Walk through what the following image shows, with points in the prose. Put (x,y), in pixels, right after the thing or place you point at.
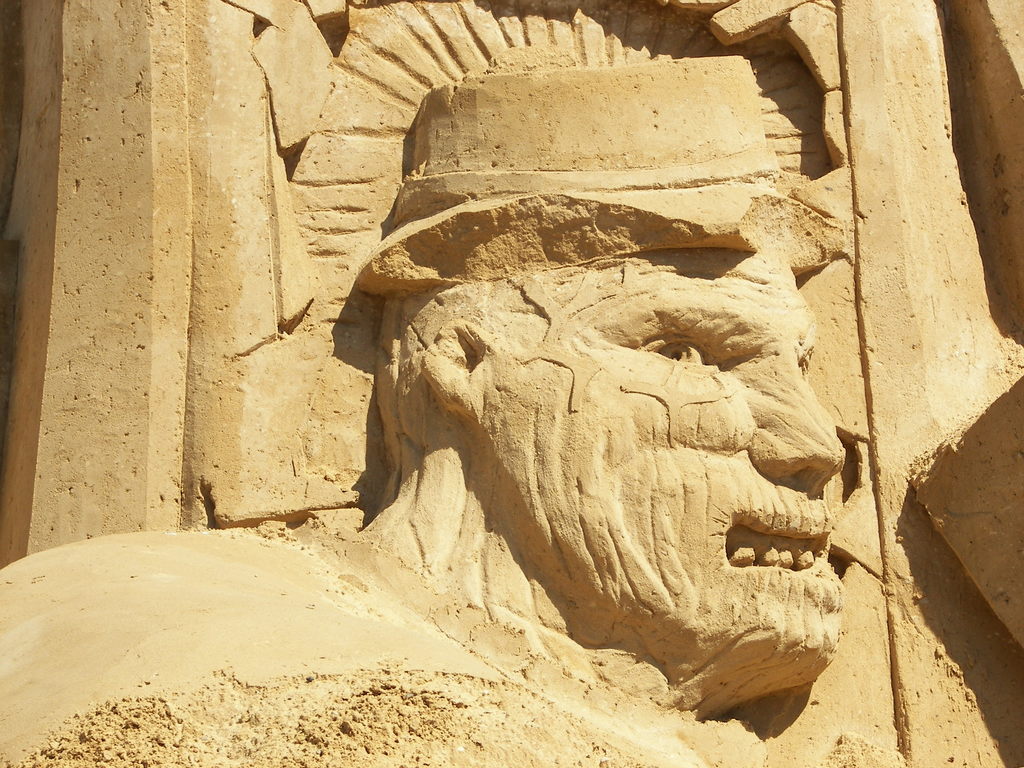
In the image i can see a sculpture (655,401) of the person (552,413) which is light brown in colour.
